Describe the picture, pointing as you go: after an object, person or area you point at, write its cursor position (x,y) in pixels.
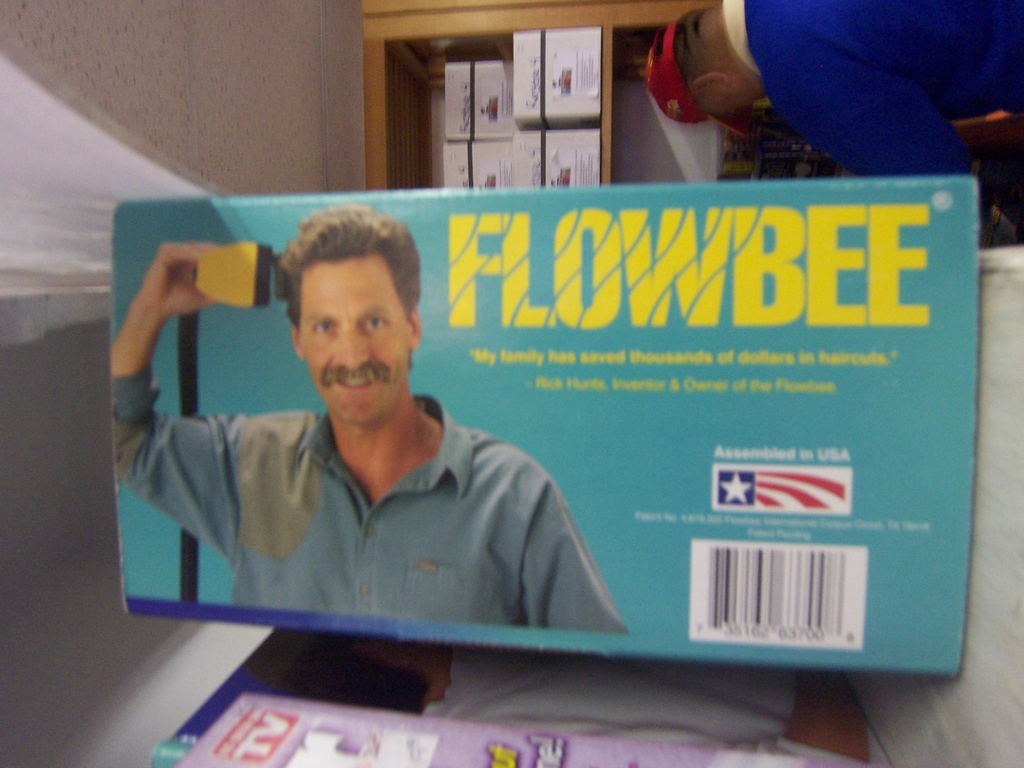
In the image we can see there is a box (451,452) kept on the table (1020,466) and its written ¨Flowbee¨. Behind there is a man (681,90) standing and he is wearing cap (655,95). There are boxes (504,118) kept in the rack (410,163).
